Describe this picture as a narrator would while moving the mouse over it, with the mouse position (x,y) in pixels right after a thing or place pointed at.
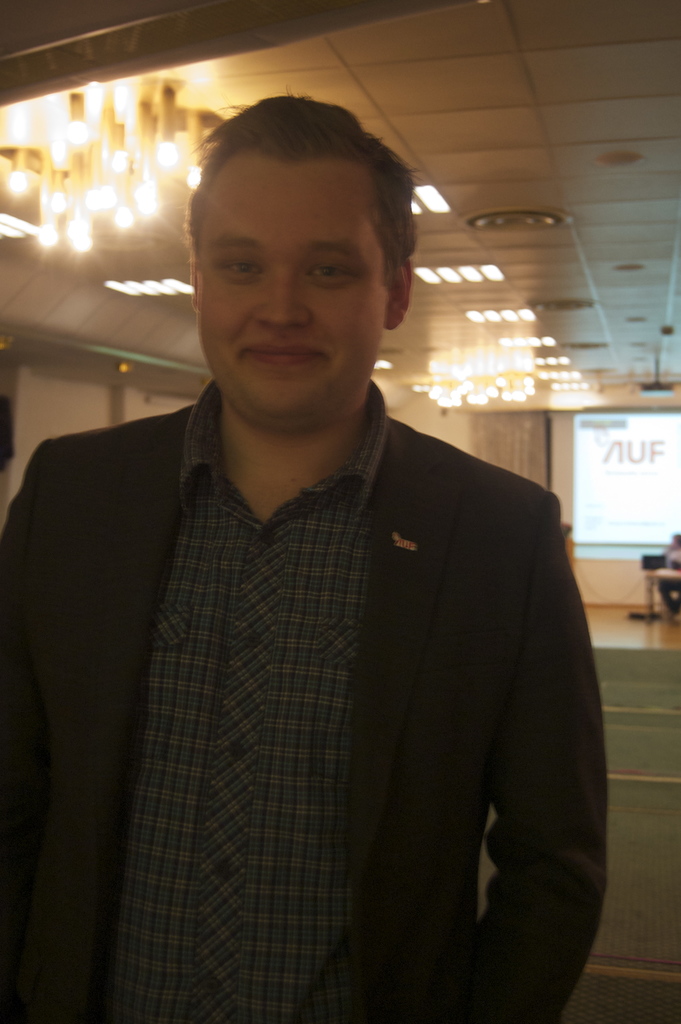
In this image a person (544,925) wearing a suit (544,925) is standing on the floor (667,639). Right side (675,568) there is a person (675,586) sitting before a table (667,570) having laptop (656,563) on it. A screen (658,495) is attached to the wall (674,390). Few lights (557,375) and a projector (644,386) is attached to the roof (505,322).
